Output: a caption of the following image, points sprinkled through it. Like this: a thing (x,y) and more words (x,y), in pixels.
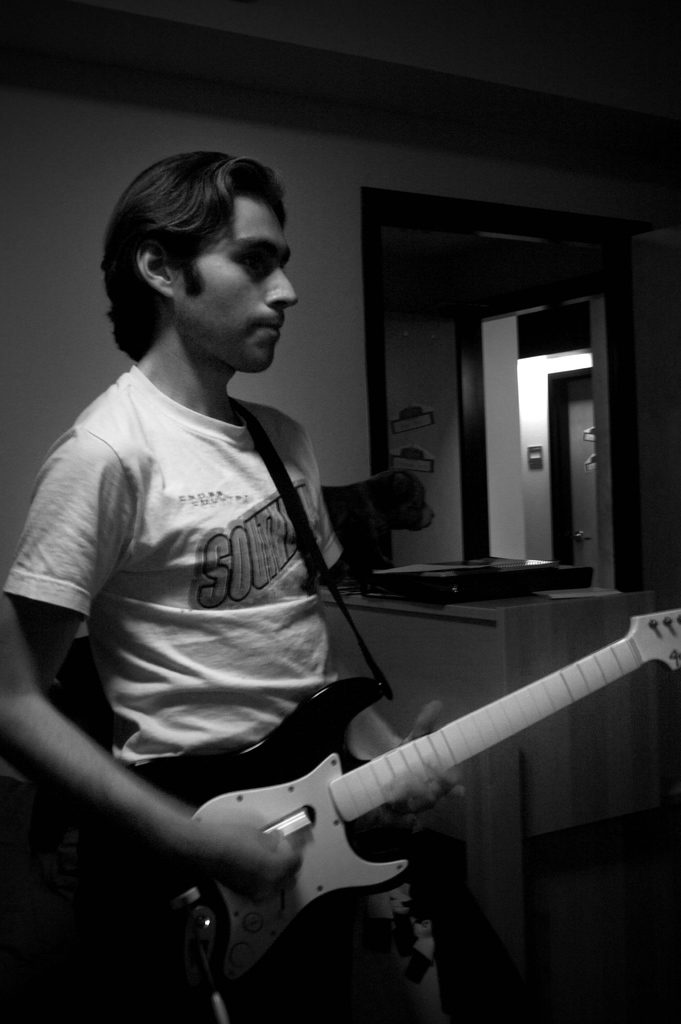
In this image there is a person (263,577) wearing white color shirt (262,589) playing guitar (568,695).
